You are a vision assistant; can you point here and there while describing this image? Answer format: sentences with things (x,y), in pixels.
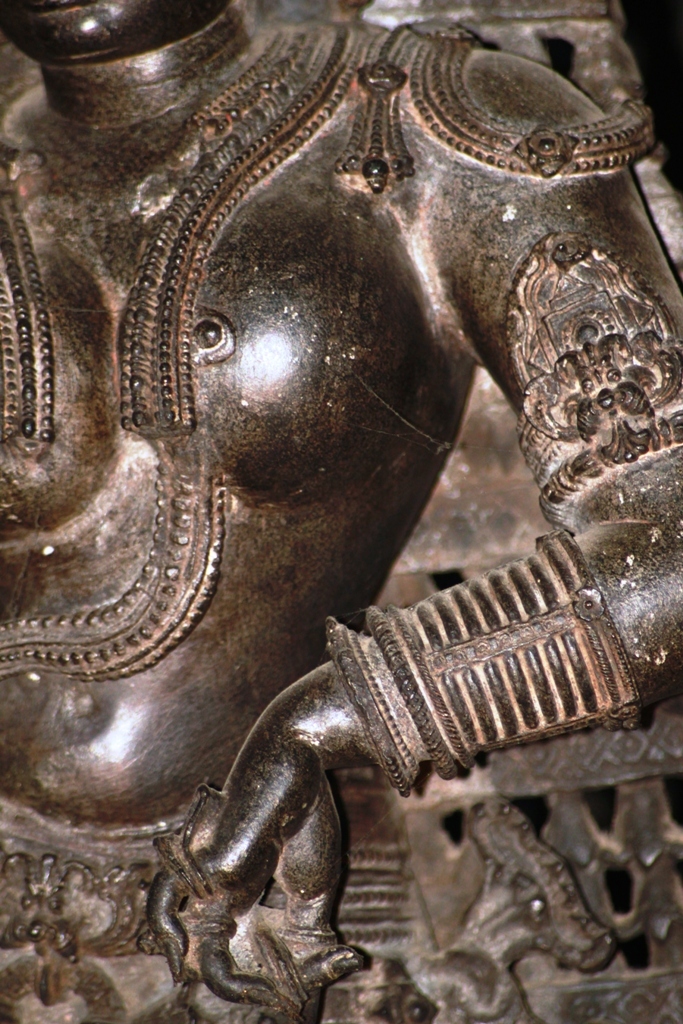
In this picture we can see a statue (230,442) of a woman (232,419). Behind the statue (298,615) we can see carved metal frame (603,841).
